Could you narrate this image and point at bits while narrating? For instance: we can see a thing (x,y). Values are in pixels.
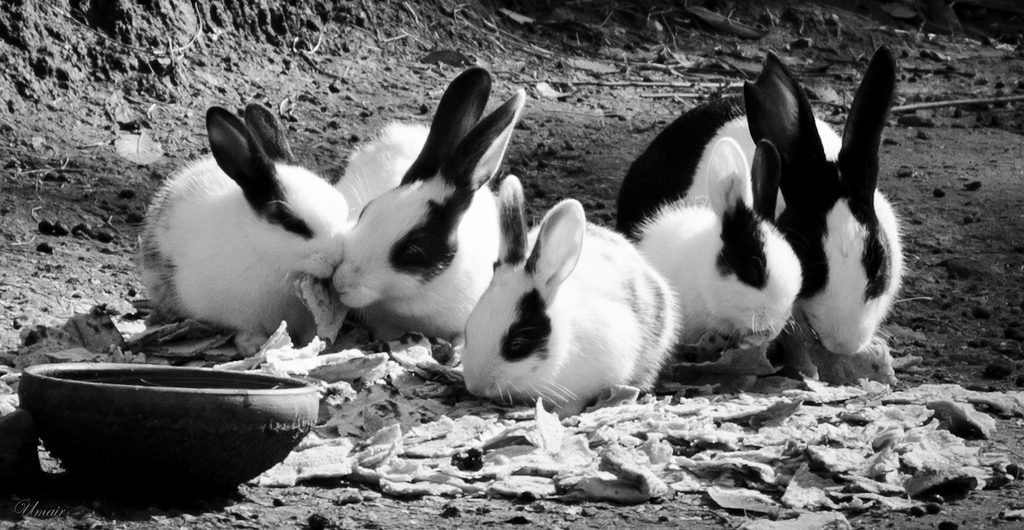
In this image in the front (232,435) there is a bowl (208,438) and in the center (594,245) there are rabbits (620,250). In the background (396,39) there are dry leaves (144,151) on the ground (492,63).
